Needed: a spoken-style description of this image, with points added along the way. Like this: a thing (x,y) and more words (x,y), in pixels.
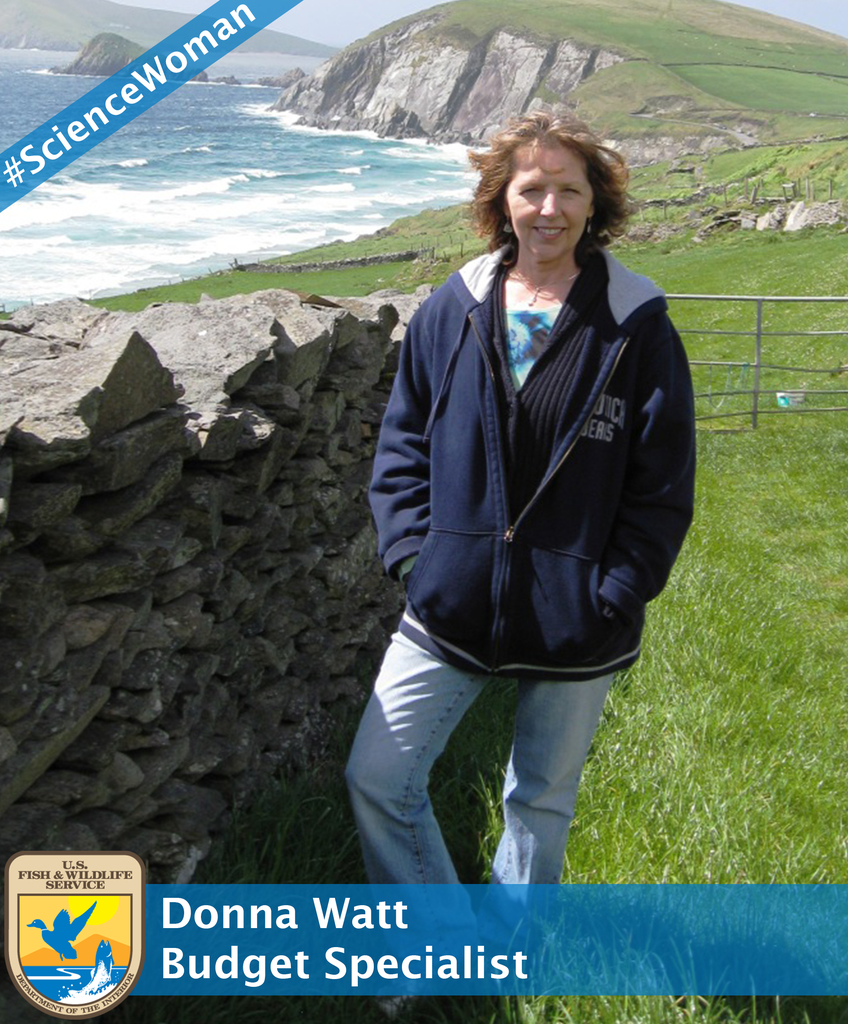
In this picture we can see a person (446,485) in the jacket (459,539) is standing on the grass (750,312). Behind the women (456,532) there are rocks (355,414), iron grilles (758,335), water (296,178), hills (837,65) and the sky (331,9). On the image there are watermarks (299,927) and a logo (112,956).
